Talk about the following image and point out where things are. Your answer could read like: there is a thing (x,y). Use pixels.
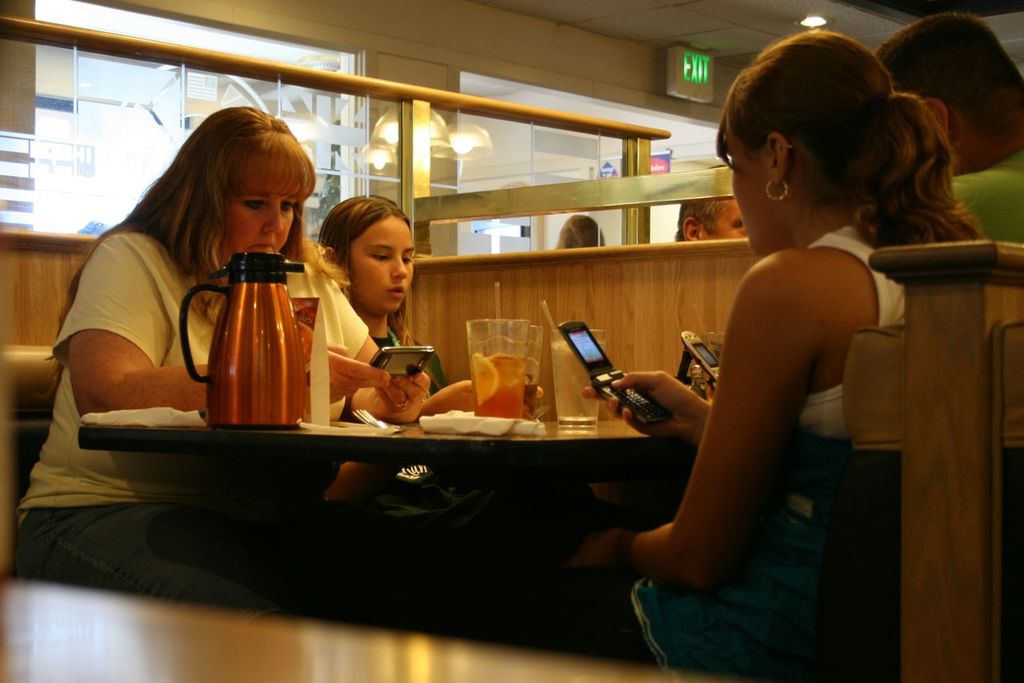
There are few girls (201,319) sitting around the table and operating their mobile phones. There is a glass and tissues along with a fork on table (362,447). Above them there is a light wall (647,51) and a exit board (670,63).
